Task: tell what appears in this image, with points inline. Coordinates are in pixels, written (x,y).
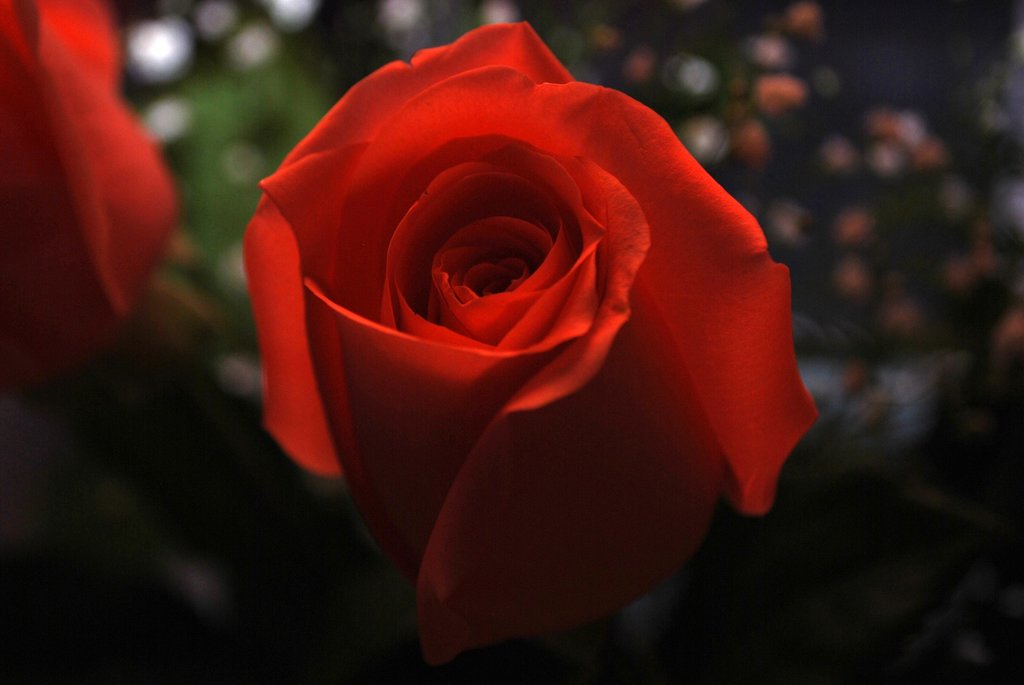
In this image there is a red color rose (483,286) in the middle (519,347). On the left side (44,173) top there is another red color rose (119,160). In the background (777,160) there is blur.
